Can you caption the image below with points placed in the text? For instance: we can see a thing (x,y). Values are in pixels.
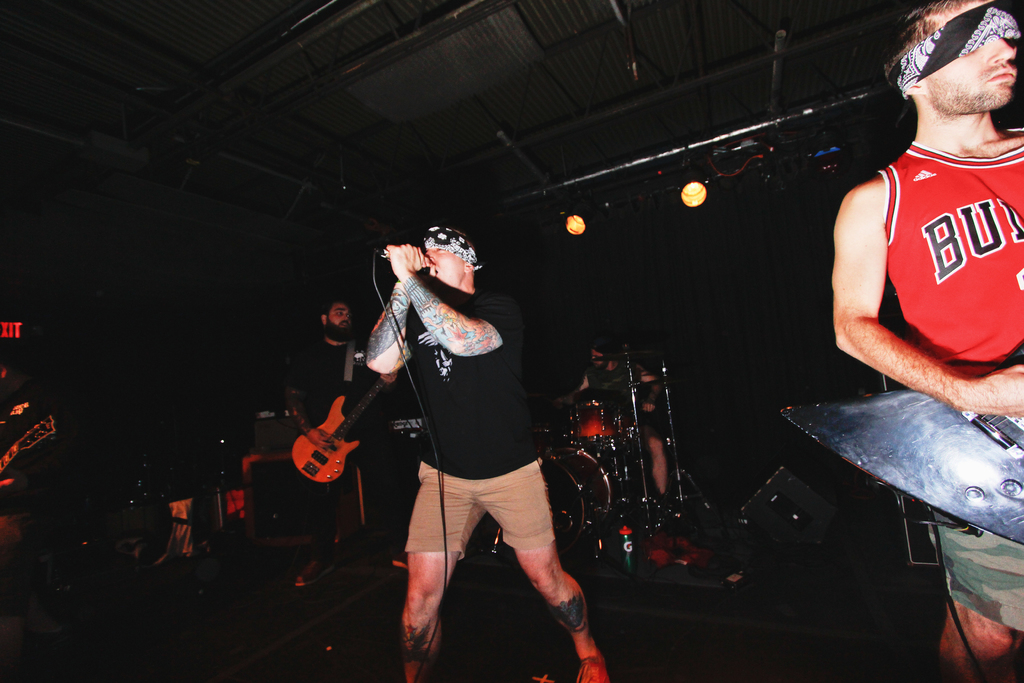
This image consist of concert. In the background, there is a man (314,492) playing guitar (316,462). In the front (488,445), there is a man (473,445) wearing black shirt (482,450) is singing. To the right (933,371), the man (945,384) wearing red shirt (951,292) is playing guitar (959,436).
